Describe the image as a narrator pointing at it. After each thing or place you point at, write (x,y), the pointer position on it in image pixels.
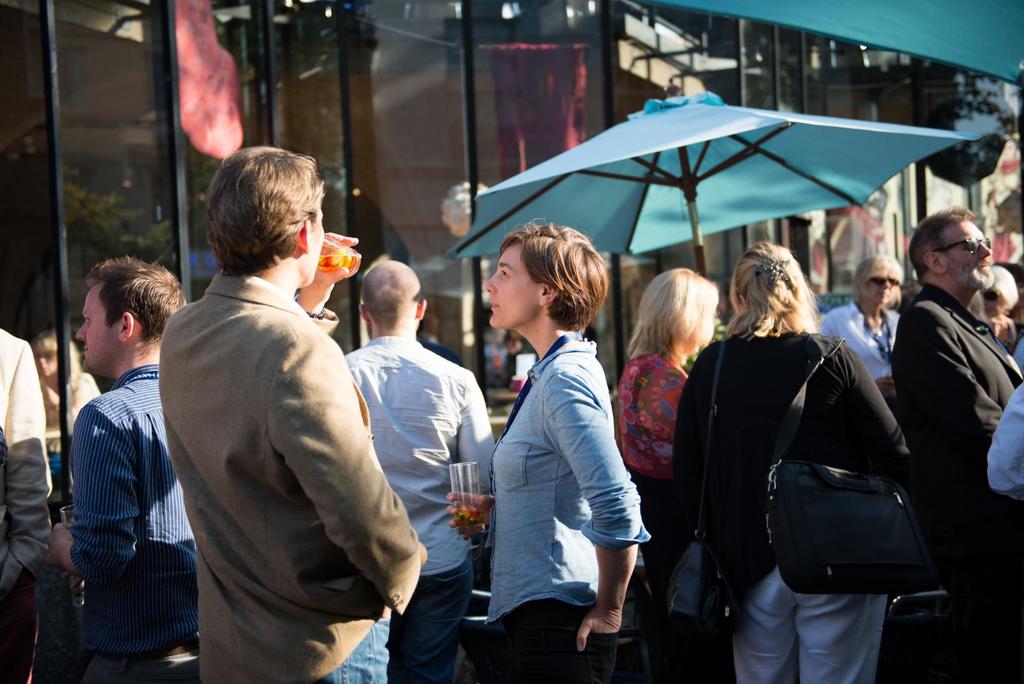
In the image we can see there are many people (635,438) standing, wearing clothes (736,441). This is a glass (475,466), identity card (537,367), handbag (805,525), umbrella (681,212), hair clip (774,268), goggles (977,250). There is a building (587,93) made up of glass (336,103).
